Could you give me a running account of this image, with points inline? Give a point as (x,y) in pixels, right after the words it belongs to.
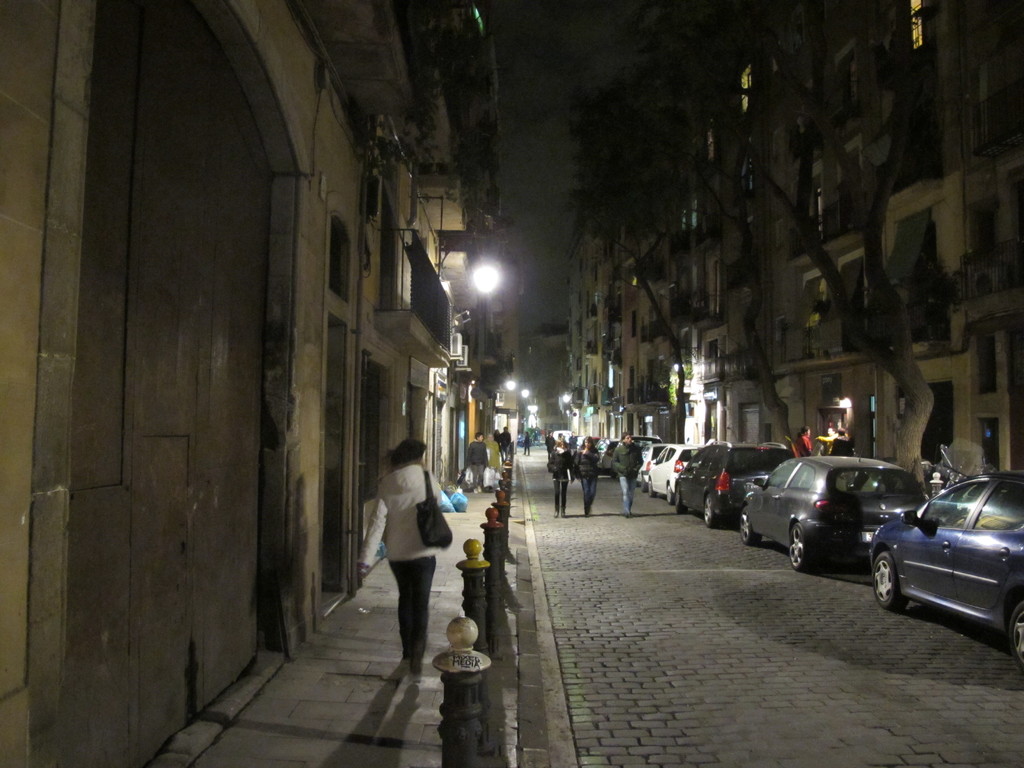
In this picture there is a woman (409,482) who is wearing white jacket (400,525), black trouser (408,579), shoe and bag (431,524). She is walking on the street (453,597). Beside her I can see the doors (199,541) and windows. In the center (586,457) I can see the group of persons (579,479) were walking on the road (633,569). Beside them I can see many cars (682,461) which are parked near to the trees (911,460). In the background (628,301) I can see the lights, street lights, buildings (679,285), fencing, railing (611,349) and other objects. At the top (612,38) I can see the sky (512,48).
